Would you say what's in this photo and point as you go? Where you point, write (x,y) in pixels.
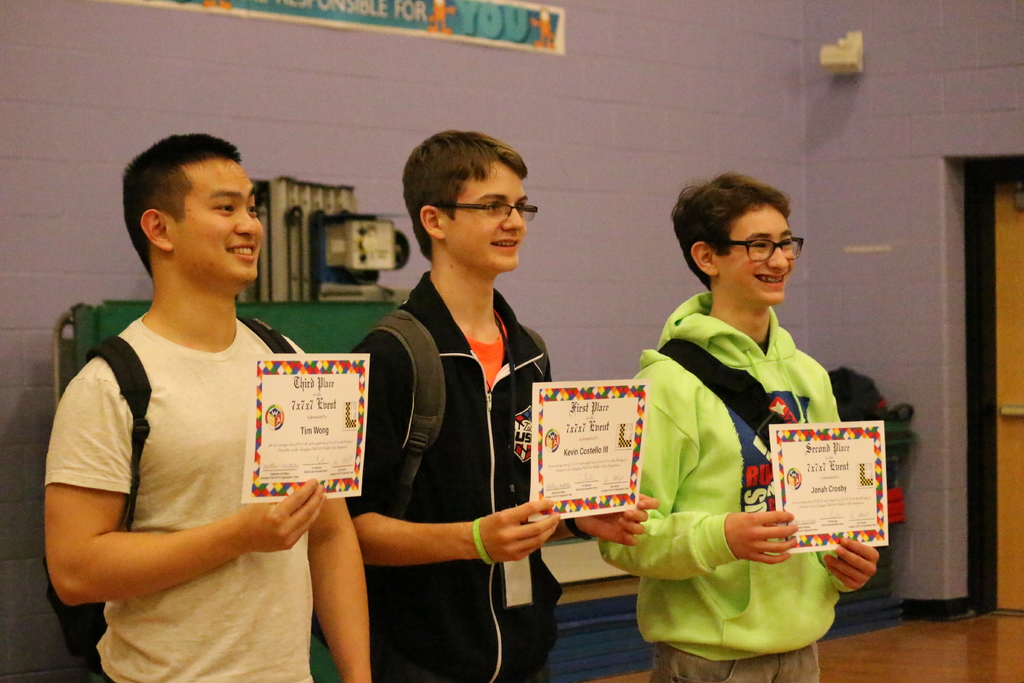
This is the picture of a room (578,206). In this picture there are group of people (464,414) standing and holding the paper (544,441) and smiling. At the back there is a poster (285,11) on the wall (409,149) and there is a device (382,296). On the right side of the image (1006,279) there is a door (1006,279).
